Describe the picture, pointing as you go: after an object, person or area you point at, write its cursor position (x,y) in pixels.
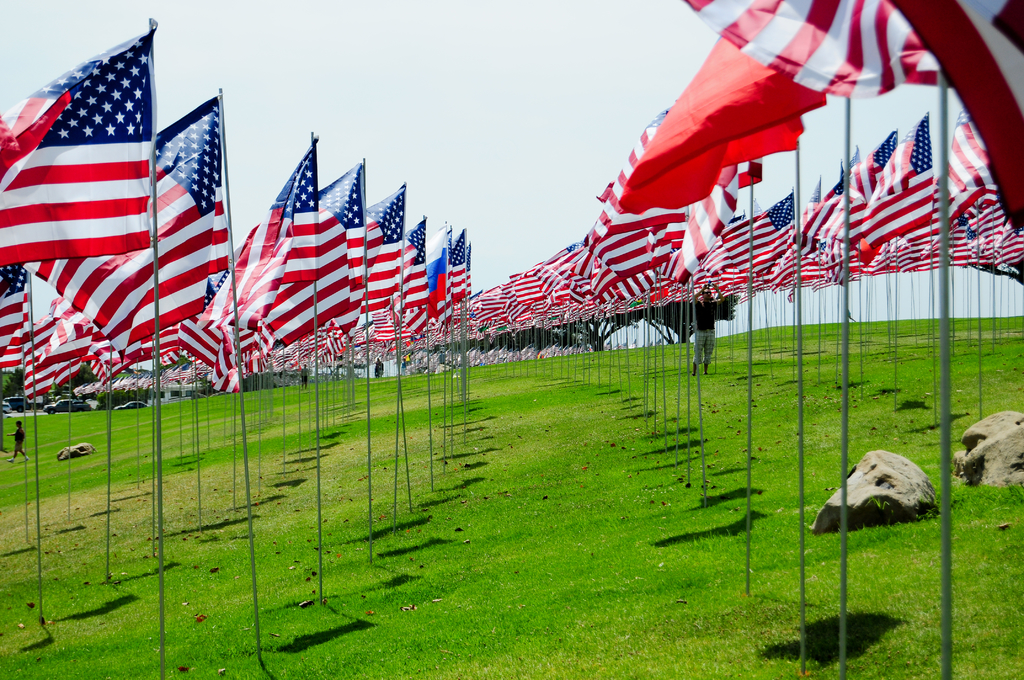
In the foreground of this image (134,276), there are many flags (836,278) on the grass land (613,541) and we can also see few stones (61,453) and the persons (706,346) walking on the grass land (716,362). In the background (655,338), there are few vehicles (144,404), trees (664,324) and the sky (473,115).
